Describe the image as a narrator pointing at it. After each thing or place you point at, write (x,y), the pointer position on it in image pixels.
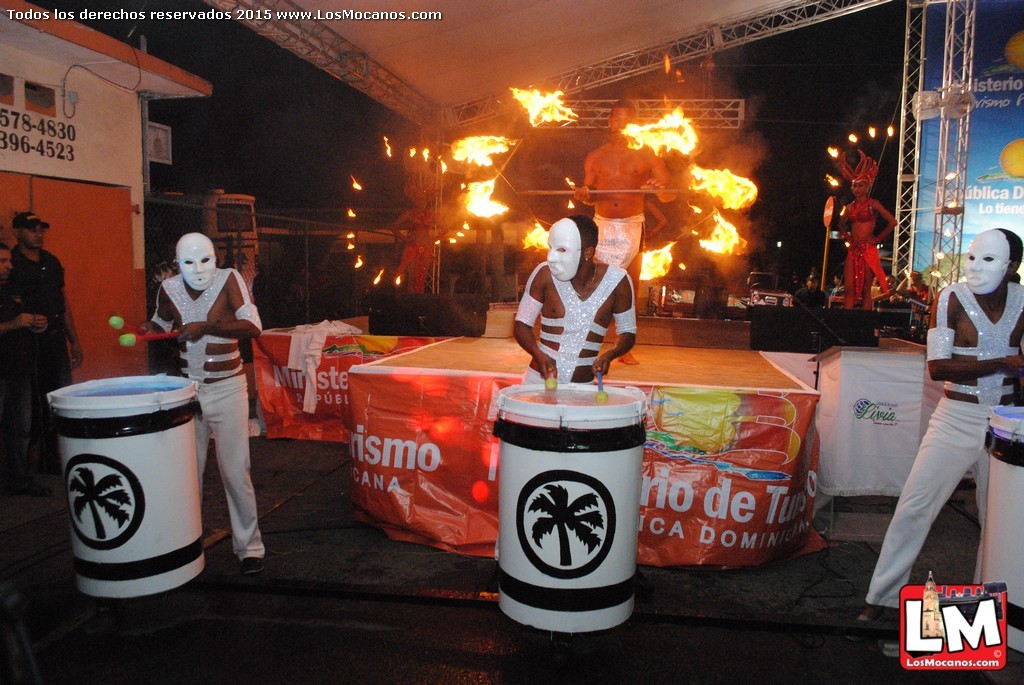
In the foreground of this image (534,383), there are three men (985,322) playing drums (582,436) holding drum sticks (598,376). On the left (23,297), there are two persons (21,292) standing. In the background (615,171) there is a man (590,206) and two women (856,243) holding fire sticks (709,194) on the stage (687,366). On the right (991,124), there is a banner (993,77). On the top (644,52), there is the ceiling (539,41) of the shelter (523,37) and the dark sky (222,121).
